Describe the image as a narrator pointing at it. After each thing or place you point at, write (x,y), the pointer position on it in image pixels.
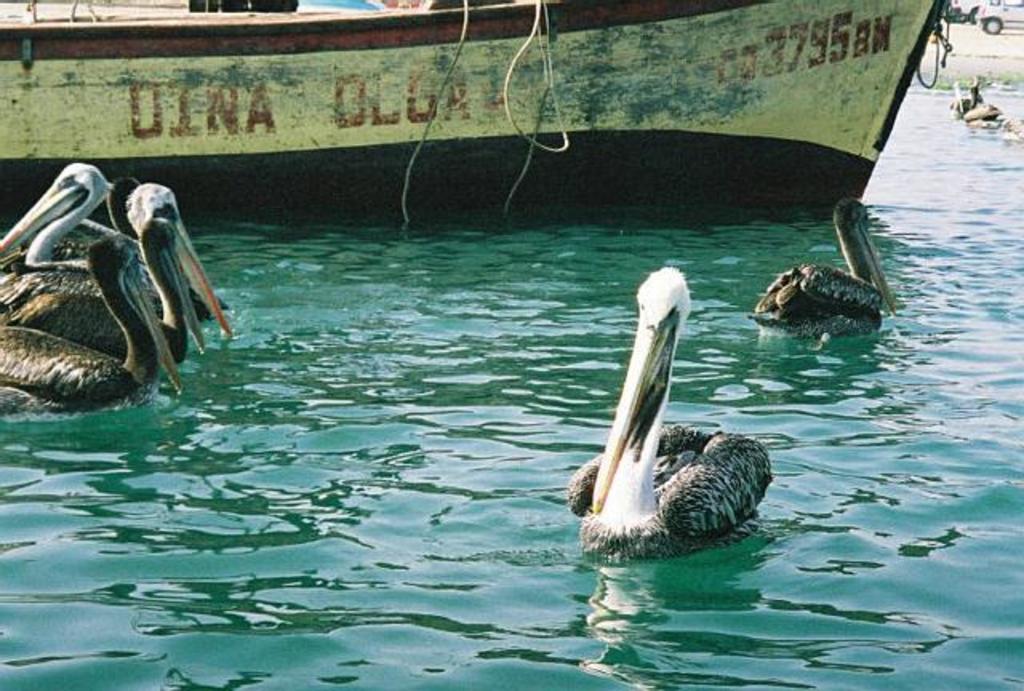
In this image I can see few birds (648,426) in the water (763,513) and they are in black and white color. I can see a boat (624,103) on the water (586,310). Back I can see few vehicles (1010,0).
